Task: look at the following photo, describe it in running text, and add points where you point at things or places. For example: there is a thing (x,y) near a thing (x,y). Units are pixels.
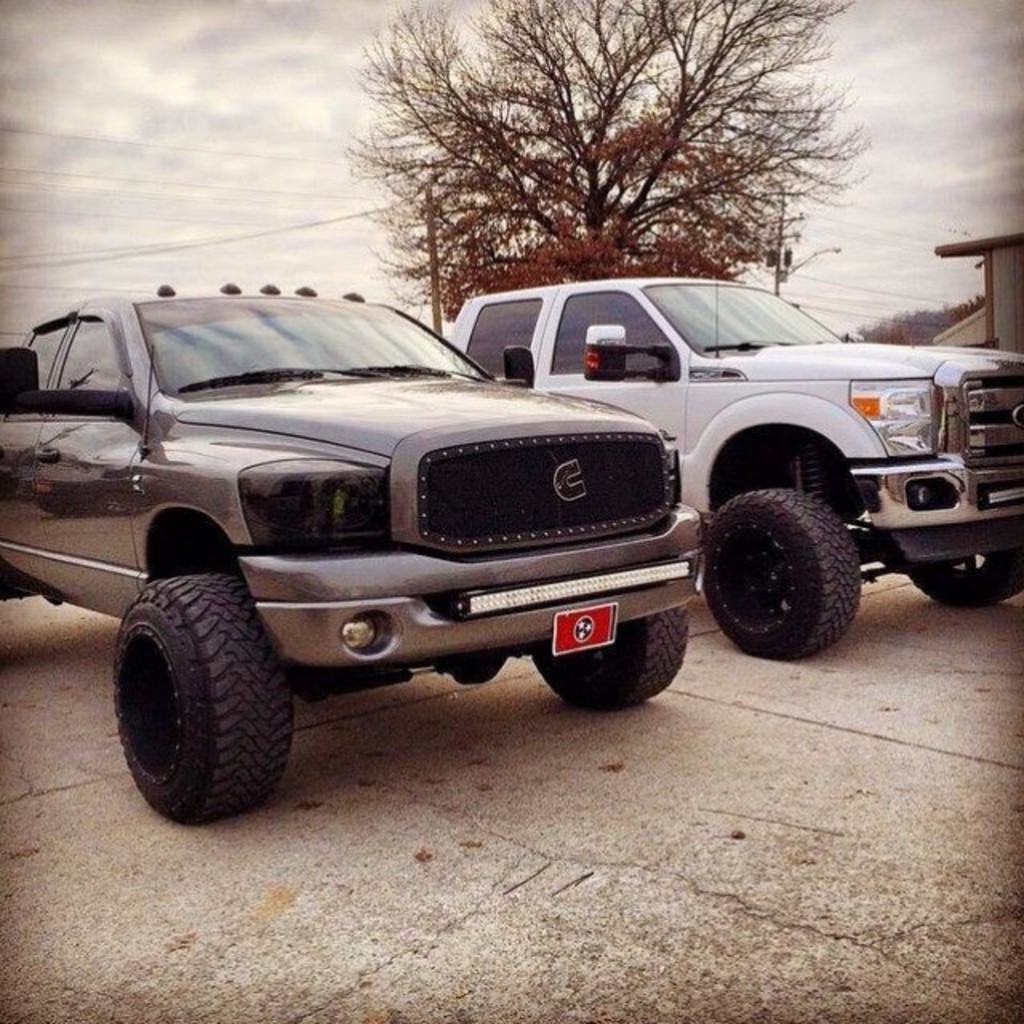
In this image we can see motor vehicles (946,603) on the floor (921,607), buildings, electric poles (787,243), electric cables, trees (634,239) and sky (157,257) with clouds (210,202).
